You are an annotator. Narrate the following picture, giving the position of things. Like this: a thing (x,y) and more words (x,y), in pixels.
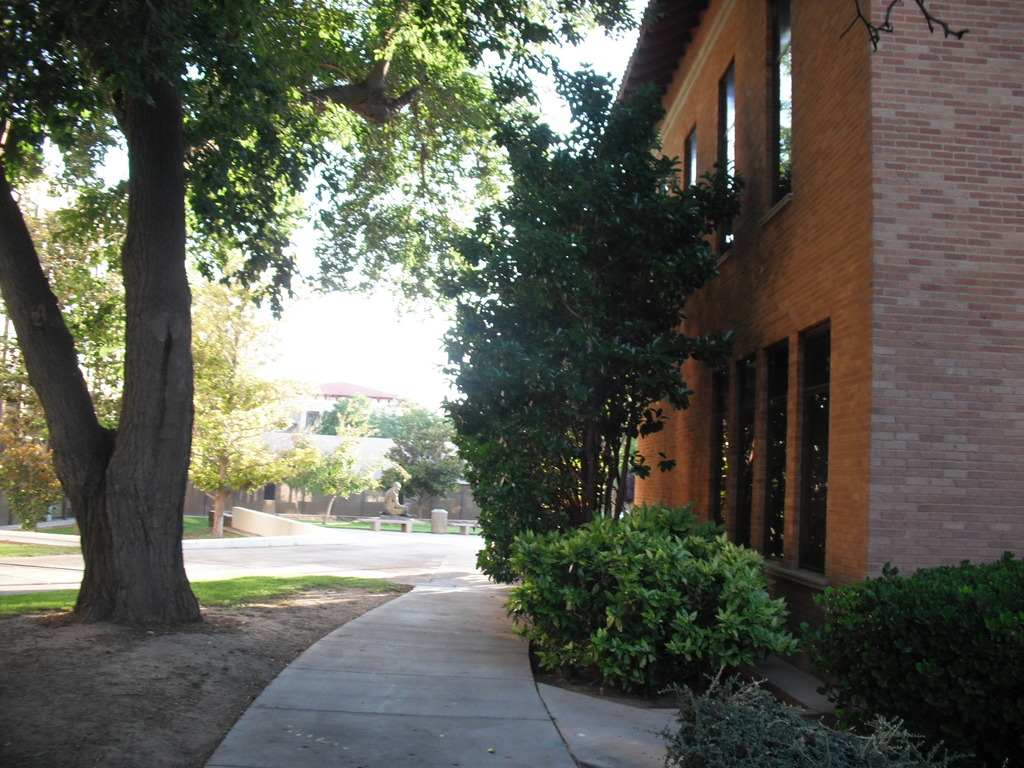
In this picture there is a house (949,316) on the right side of the image (798,362) and there is another house (364,449) in the background area of the image (316,419), there is greenery (453,466) in the image.
